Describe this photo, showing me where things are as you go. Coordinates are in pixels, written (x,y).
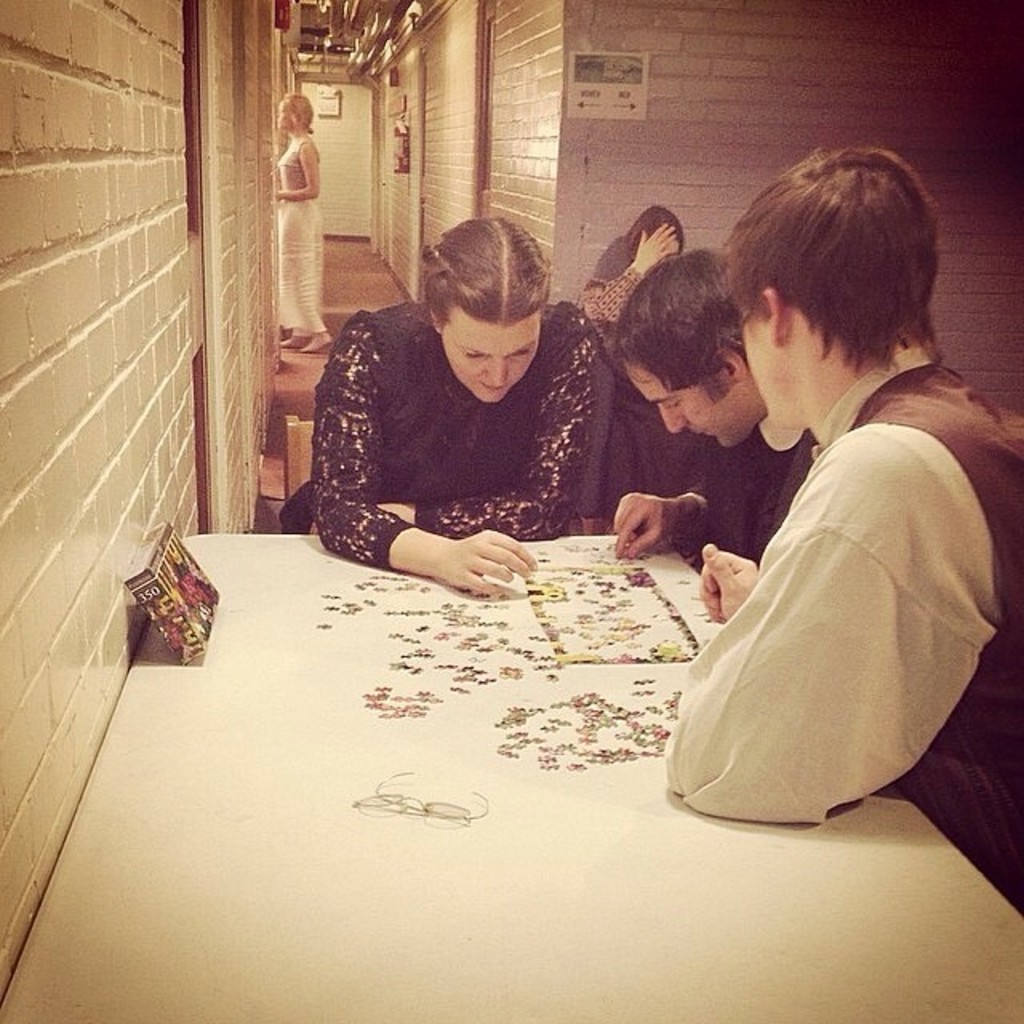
This picture describe about the women (481,517) wearing black dress (562,477) sitting on the chair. Beside we can see two boys (854,641) sitting and playing puzzle game (550,733) which is placed on the table (370,679). In the background (393,91) we can see lobby (326,138) with white color brick wall (354,152) and a woman (309,285) standing wearing white dress (309,271) near the door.
